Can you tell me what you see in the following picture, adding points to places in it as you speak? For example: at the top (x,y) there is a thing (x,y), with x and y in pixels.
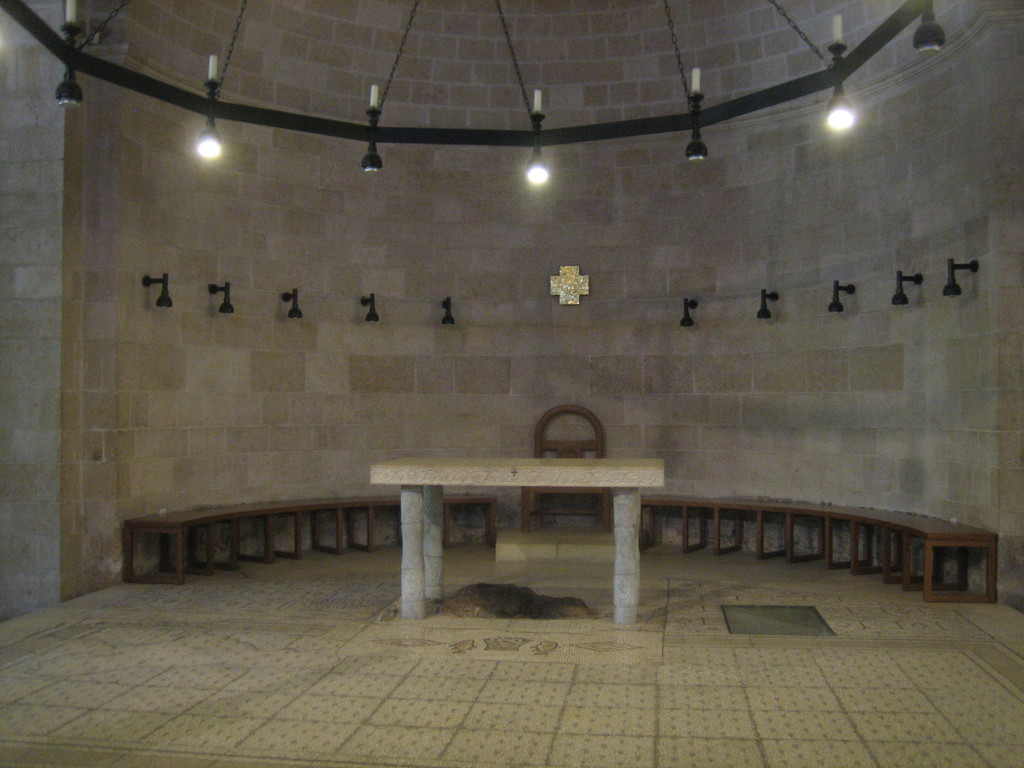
In this image we can see a wall (522,213), in front (548,474) there is a table (569,482), at the back (543,489) there are benches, there is a chair (596,497), at the top (75,16) there are lights (680,119).
